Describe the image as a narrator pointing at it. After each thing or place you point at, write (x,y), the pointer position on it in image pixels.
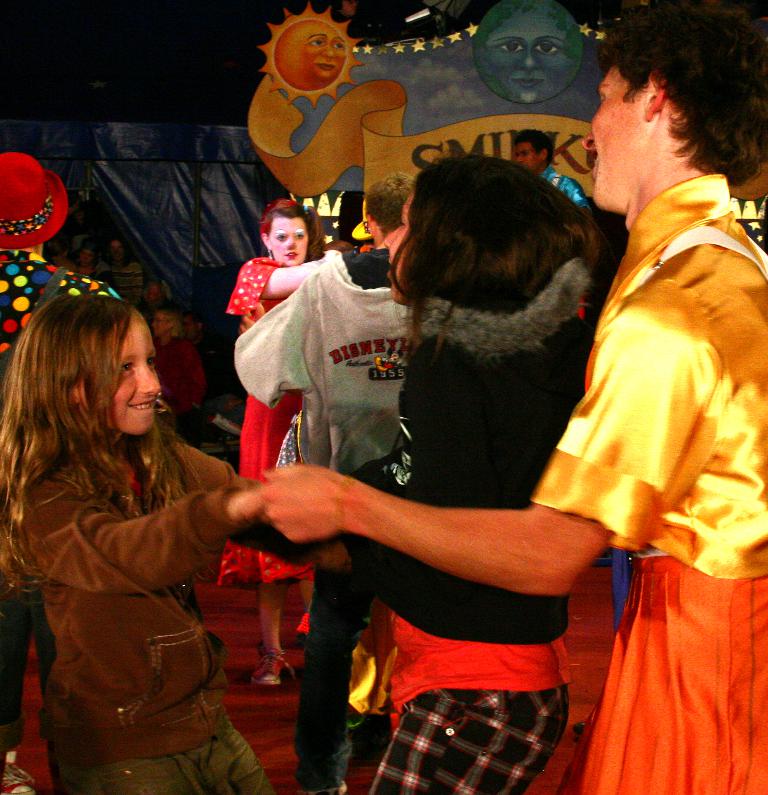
There are people (508,296). In the background (300,152) we can see hoarding (508,1) and it is blue.
